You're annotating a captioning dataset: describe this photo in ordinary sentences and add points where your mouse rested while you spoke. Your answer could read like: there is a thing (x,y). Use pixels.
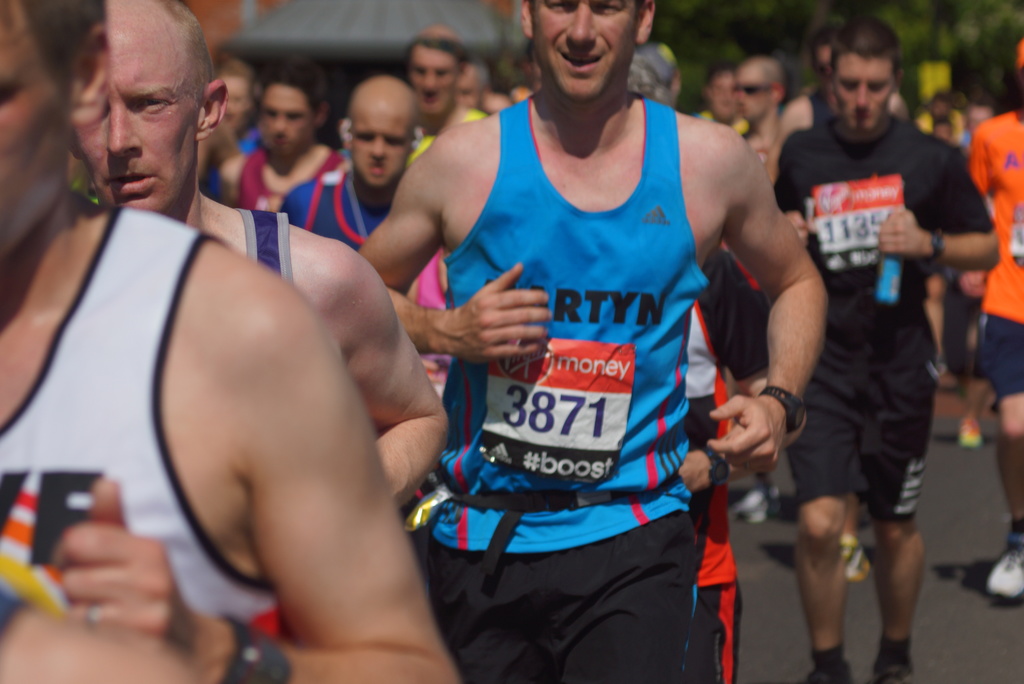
In this image, we can see persons (330,309) wearing clothes (867,322).
